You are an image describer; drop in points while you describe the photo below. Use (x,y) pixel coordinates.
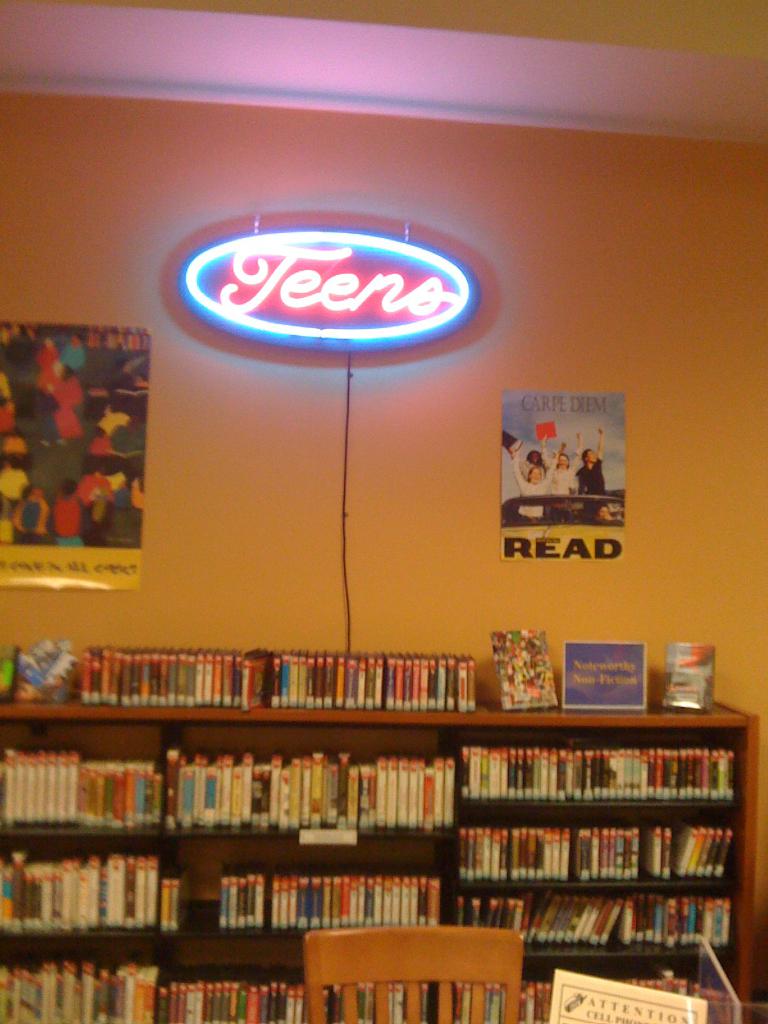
In the image we can see there are books (318,692) which are kept in a shelf (313,856) and behind on the wall (266,361) there is a banner (343,295) on which its written "Teens".
